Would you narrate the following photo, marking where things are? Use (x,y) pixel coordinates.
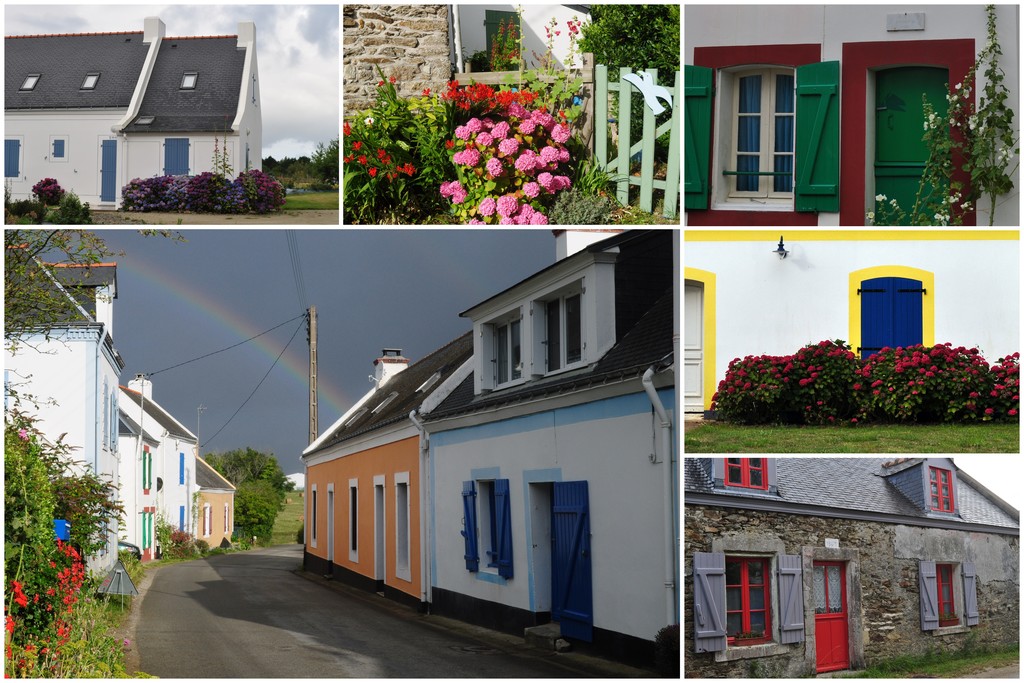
There are six images. In these images, we can see there are buildings (811,134), plants (24,569) which are having flowers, there are trees (258,468), a pole (315,370) having cables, there are clouds (222,31), a rainbow (235,324), a road (255,582), grass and trees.
